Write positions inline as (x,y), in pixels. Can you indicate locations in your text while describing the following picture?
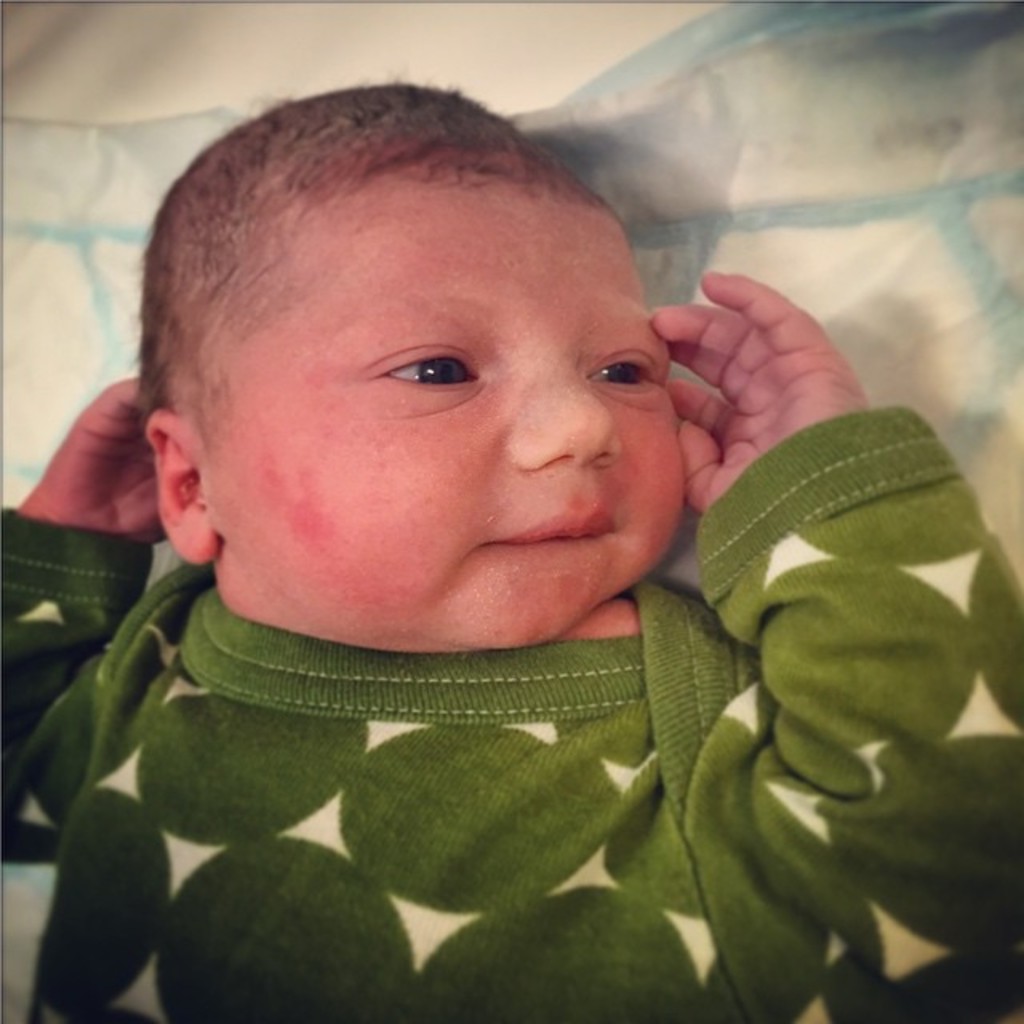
in this picture there is a small baby (608,316) in the center of the image (679,520).
